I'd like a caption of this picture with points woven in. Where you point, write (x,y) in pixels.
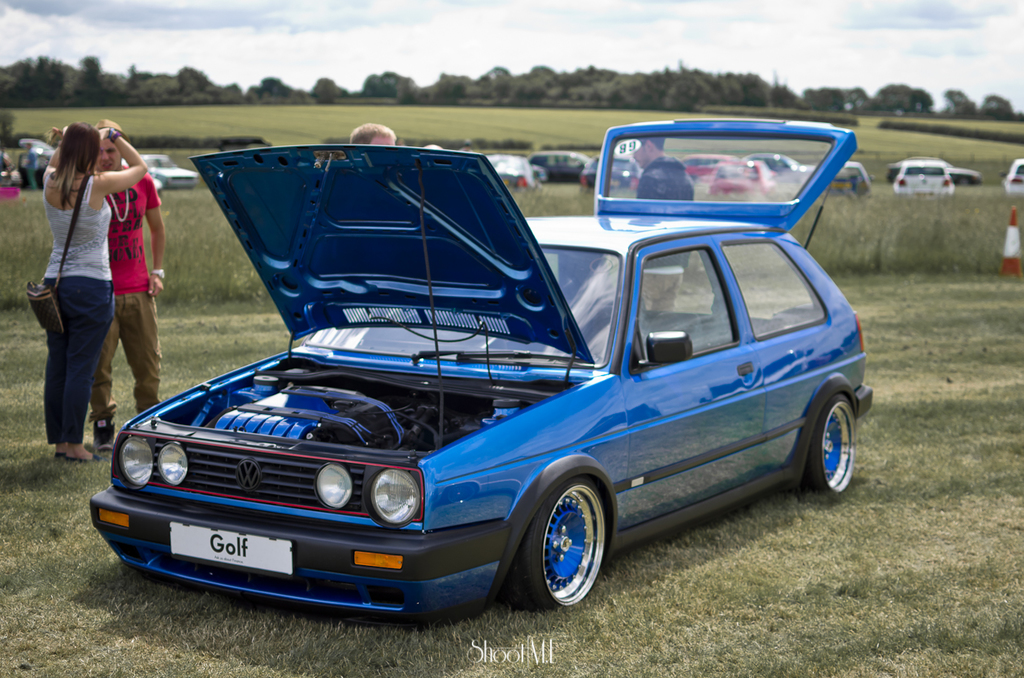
This is the picture of a grass field (16,542). In the foreground (535,253) there is a blue color car (564,454) and there are group of people (67,315) standing behind the car (746,160). At the back (499,168) there are vehicles (518,160) and trees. At the top (397,3) there is sky (431,22) and there are clouds (601,24). At the bottom (761,547) there is grass (765,556) and there is a text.
